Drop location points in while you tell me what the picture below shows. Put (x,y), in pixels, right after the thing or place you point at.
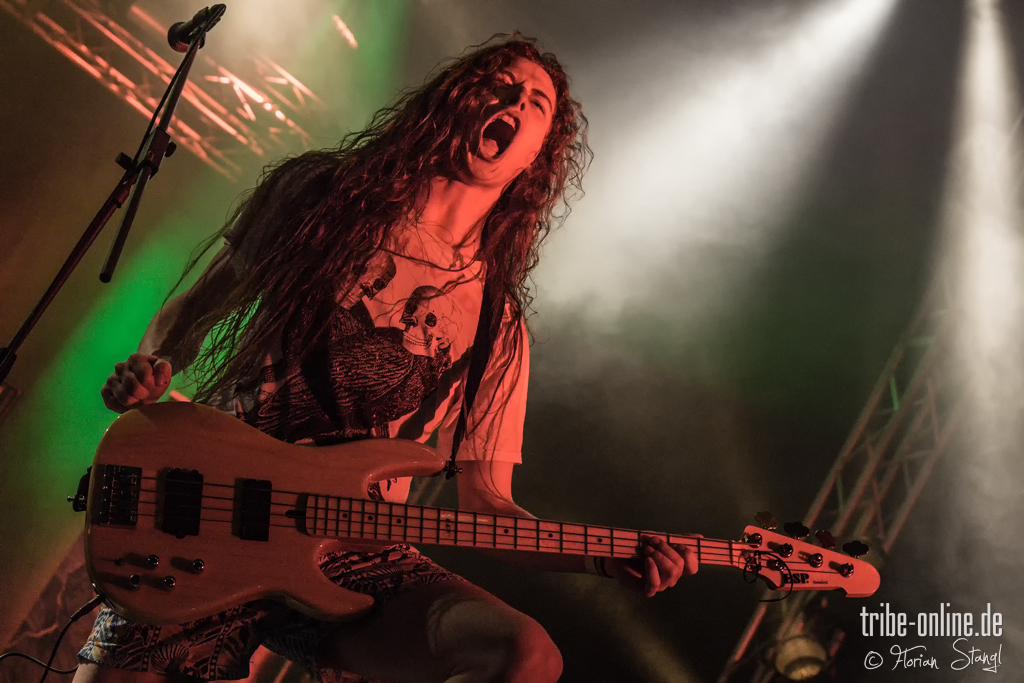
This picture is taken in a musical concert. Man (302,199) in white T-shirt (398,340) is holding guitar (343,543) in his hands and playing it and he is even singing. Beside him, we see a microphone (223,6).
